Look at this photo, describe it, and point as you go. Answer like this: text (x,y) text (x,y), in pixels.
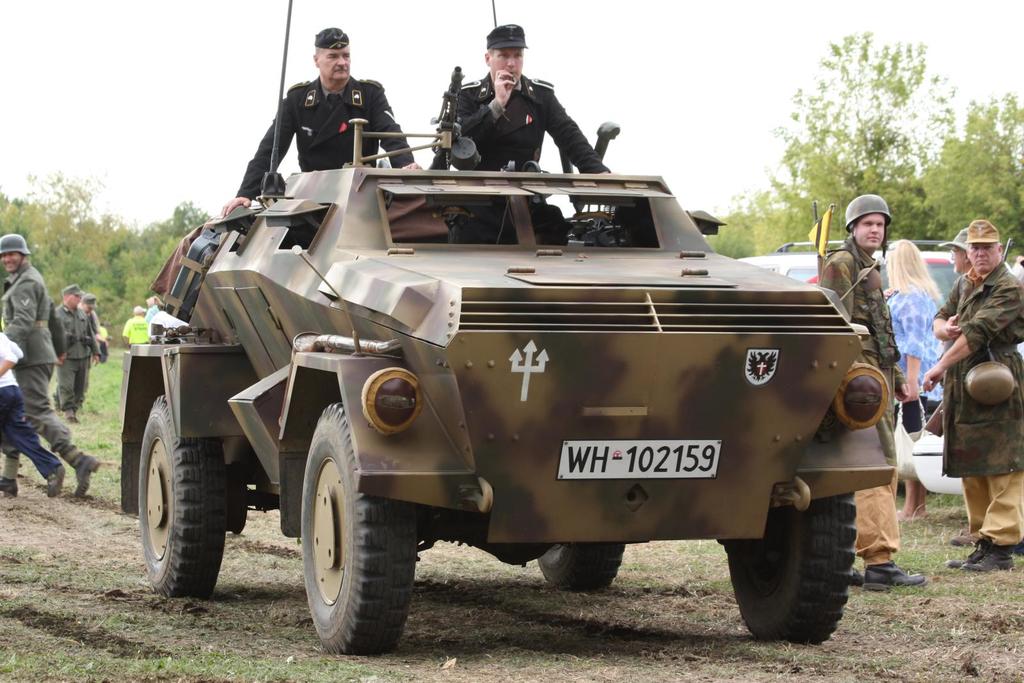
It is a vehicle (551,420) two persons (339,111) are standing, in this they wore dresses (484,143). On the right side (918,309) there is a woman (927,354), she wore blue color dress (913,334) and these are the green trees (896,168).
